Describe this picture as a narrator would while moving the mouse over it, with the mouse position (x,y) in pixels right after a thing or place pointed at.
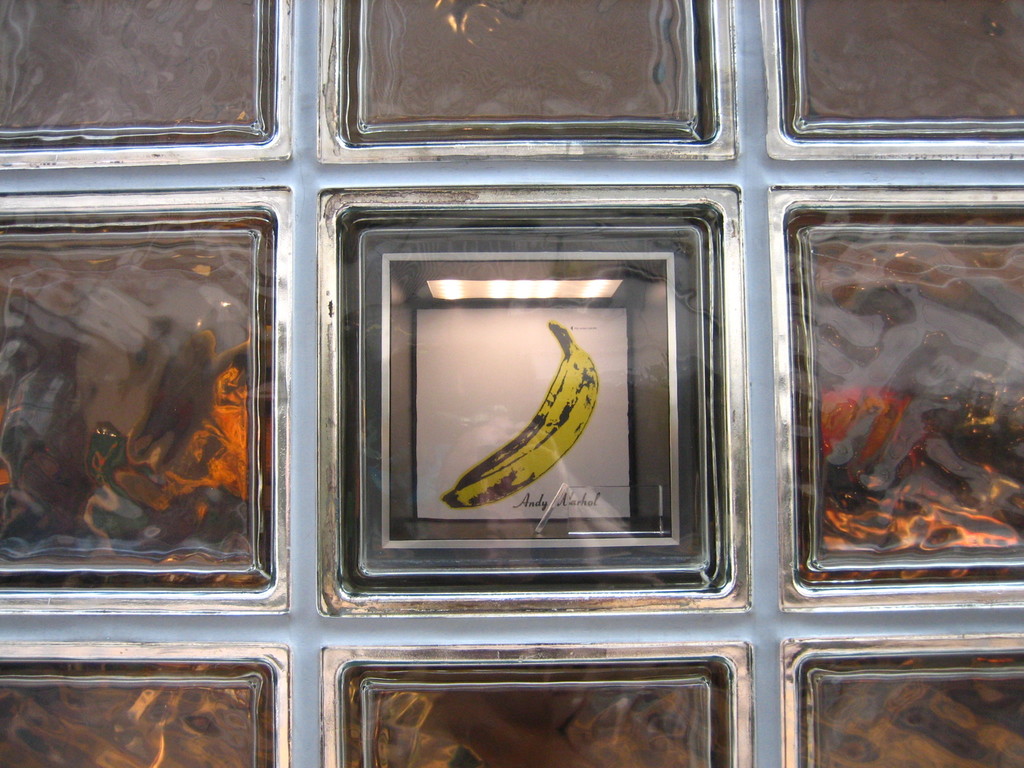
This picture show about the glass and steel frame (402,579) in which some painting (480,480) and sketches (516,480) are placed in it.
